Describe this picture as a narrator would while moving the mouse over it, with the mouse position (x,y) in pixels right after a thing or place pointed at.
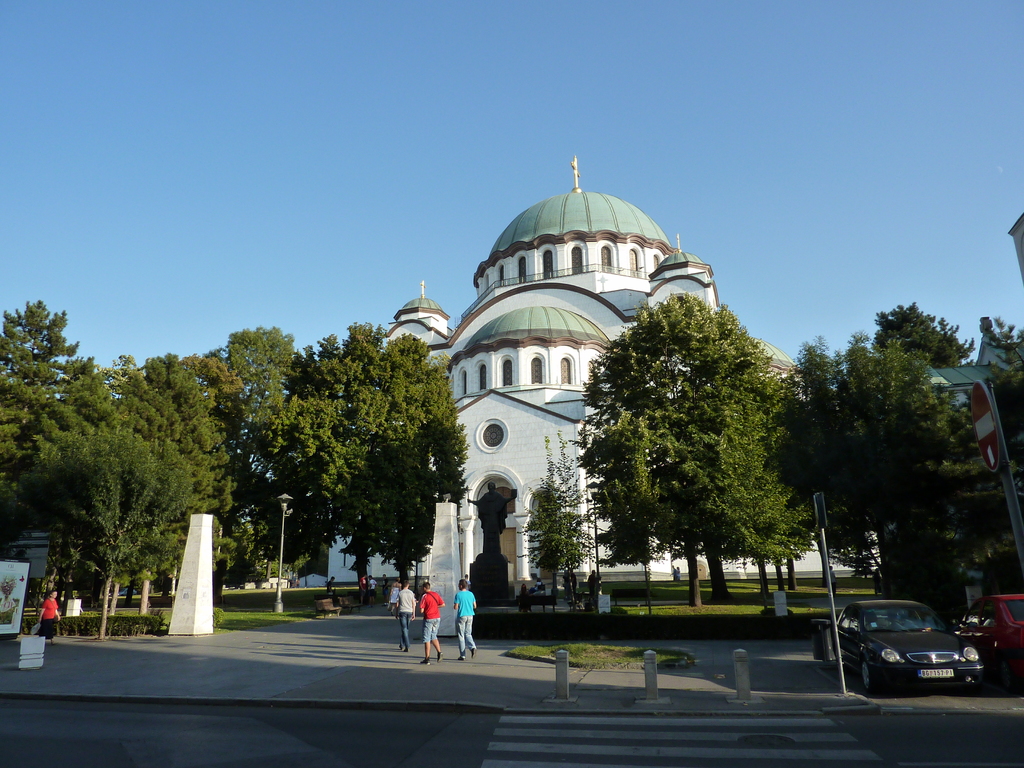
In this picture I can see a building (474,484) and around there are some trees (619,548), plants (289,619), people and some cars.
